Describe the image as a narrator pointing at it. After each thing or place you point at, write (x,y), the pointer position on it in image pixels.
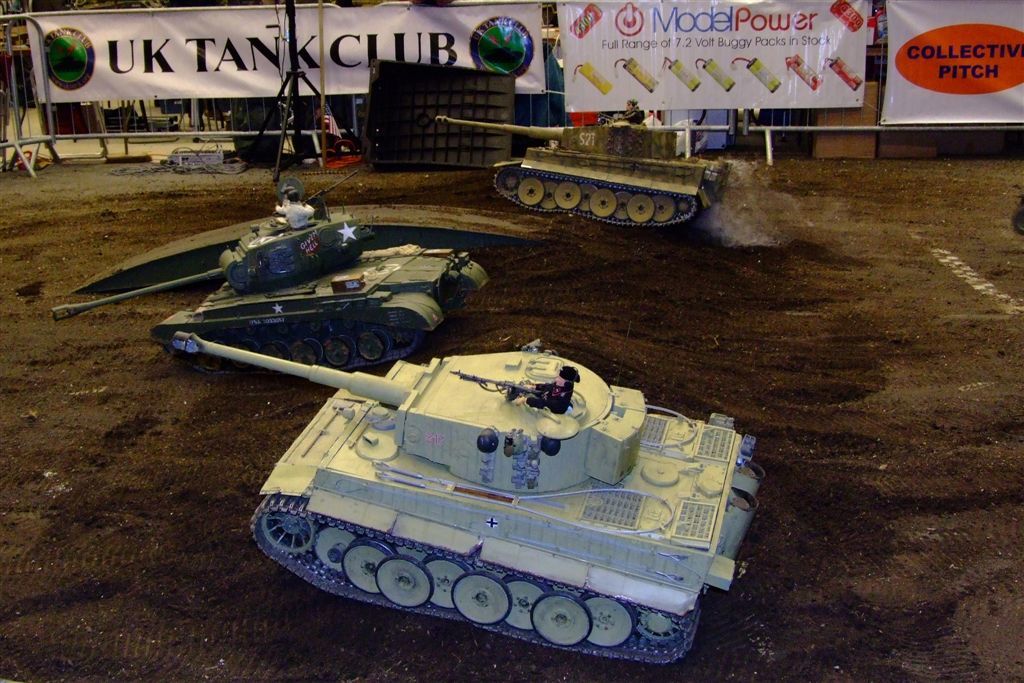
In this picture we can see miniatures of military tanks (625,211), in the background (352,98) there are barricades (538,113), we can see banners (642,41) in the middle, we can see a tripod (292,78) on the left side (296,100), at the bottom (944,474) there is soil (913,477).
